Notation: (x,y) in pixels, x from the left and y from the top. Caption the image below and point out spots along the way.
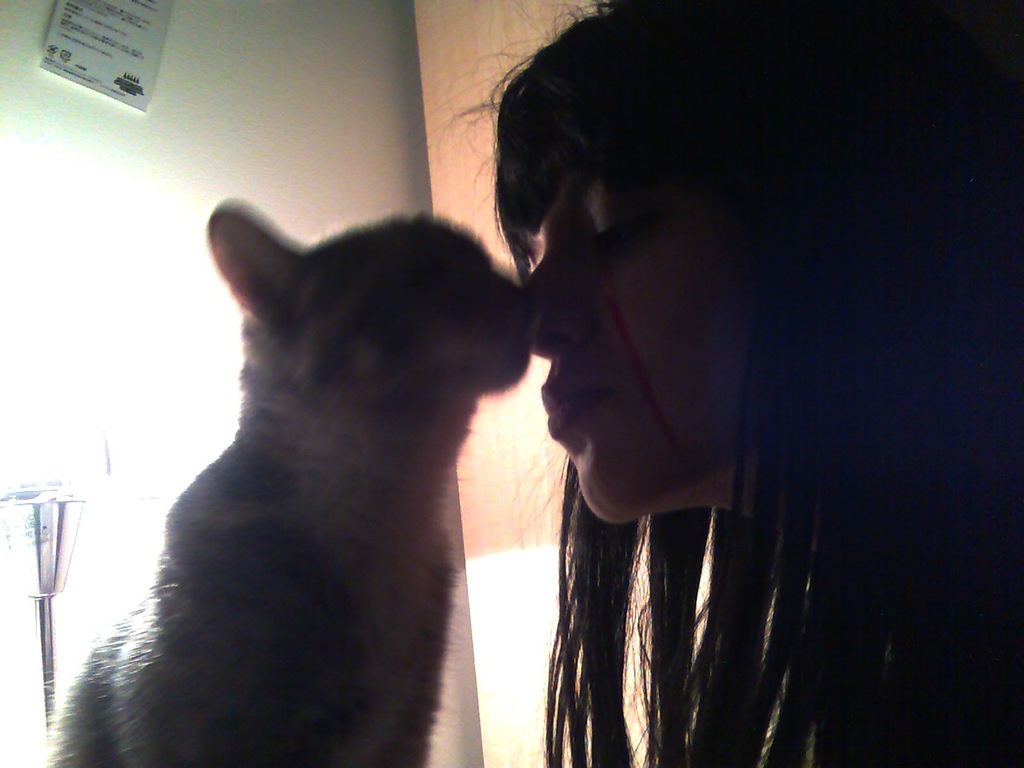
A girl (727,391) to the right side (769,392) and a cat (348,532) to the left side (302,567). They both are facing opposite. To the left side (110,67) top corner there is a paper (114,55) hanging. And to the left side (37,533) bottom there is a lamp (36,537).
